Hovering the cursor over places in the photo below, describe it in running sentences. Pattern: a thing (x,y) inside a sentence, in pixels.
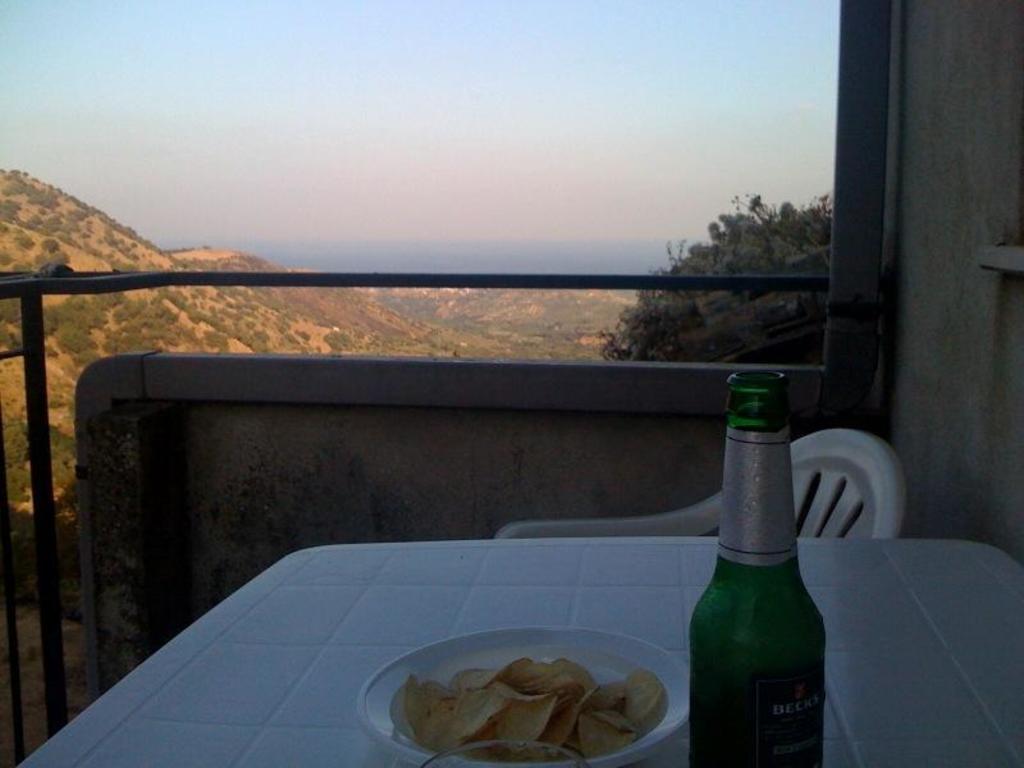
This is table (344,620), on the table (438,630) this plate (467,638) and the plate (466,643) contains chips (511,689), this is bottle (773,670), this is chair (828,450), this is tree (691,300) and in the background (476,111) there is sky (446,111), this are small plants (162,314).
